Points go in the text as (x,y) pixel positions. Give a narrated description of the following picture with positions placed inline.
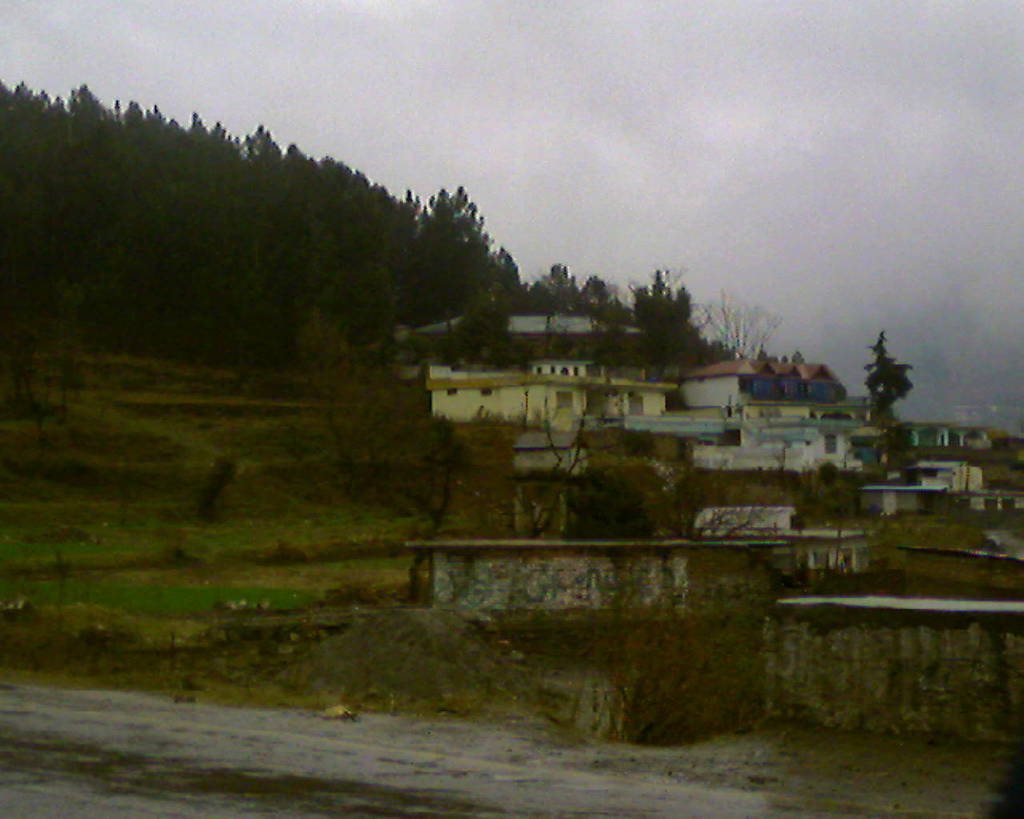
In this picture we can see the ground (323,730) and in the background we can see buildings (817,659), trees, grass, sky (903,225).
